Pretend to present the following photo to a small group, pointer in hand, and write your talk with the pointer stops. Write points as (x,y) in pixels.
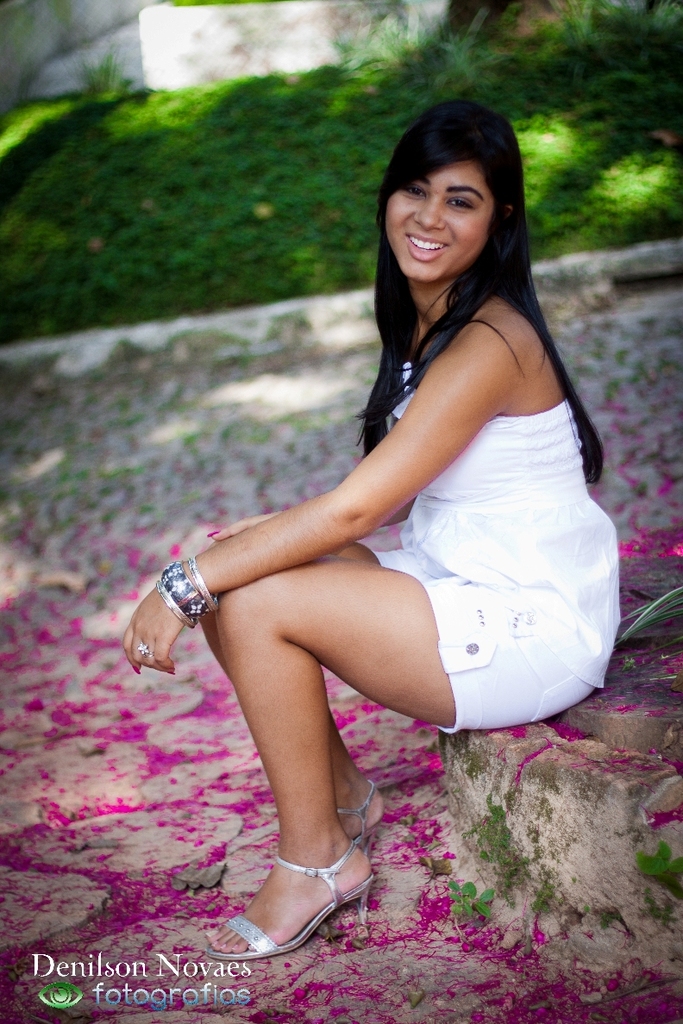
In this image we can see a lady (308,511) sitting on a stone wall (539,784). In the back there is a wall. And it is blurry in the background (516,59). On the ground (156,944) we can see pink color things (448,934).
